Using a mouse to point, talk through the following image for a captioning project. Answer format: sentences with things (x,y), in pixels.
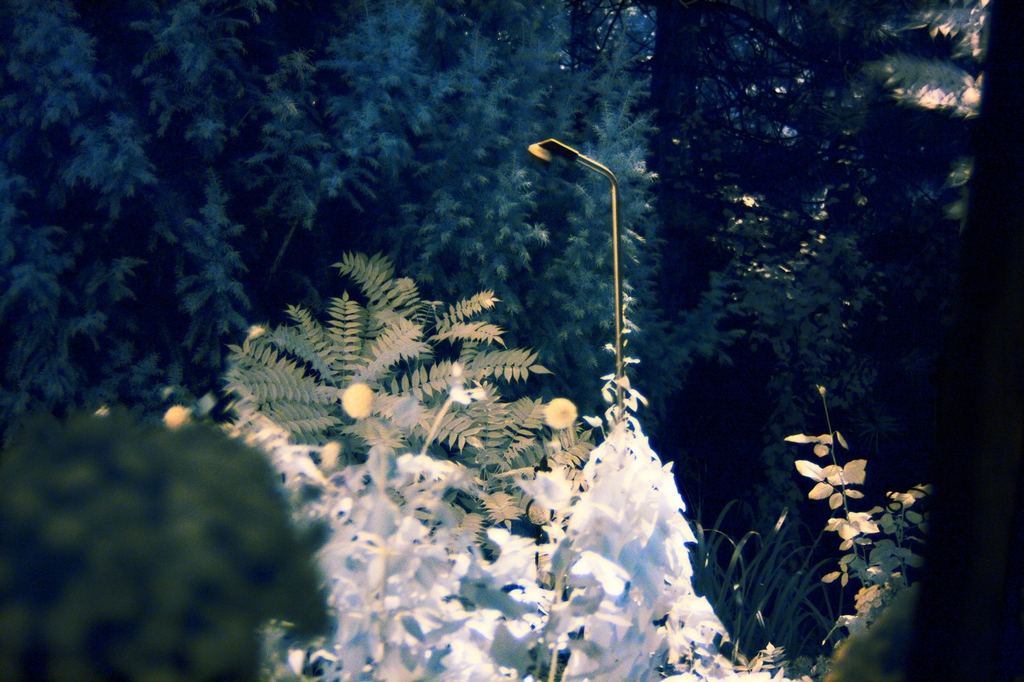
In the image there is a street light (580,159) in the middle (612,242) with plants (175,477) and trees (167,113) all around it.
